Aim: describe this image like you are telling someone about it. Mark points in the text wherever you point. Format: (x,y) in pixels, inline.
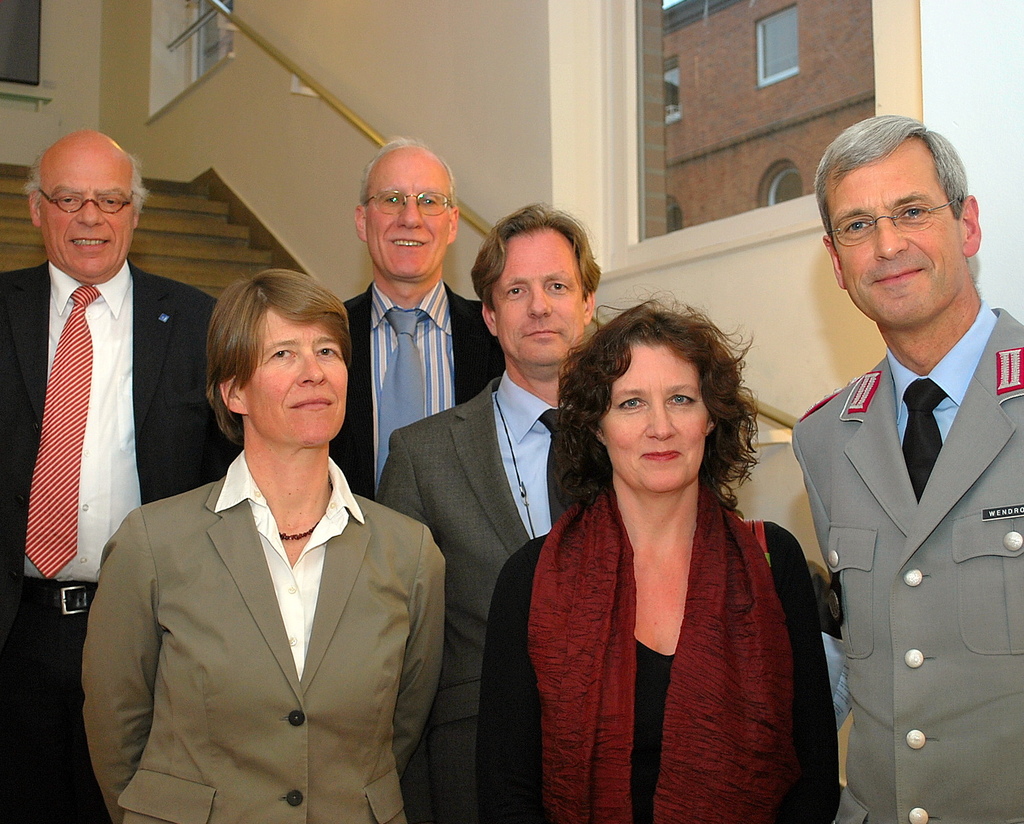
There are people (291,307) standing. In the background (174,225) we can see steps (173,213), rod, wall (359,37) and glass windows (221,31), through this window (713,129) we can see wall (747,140) and windows (787,28).
